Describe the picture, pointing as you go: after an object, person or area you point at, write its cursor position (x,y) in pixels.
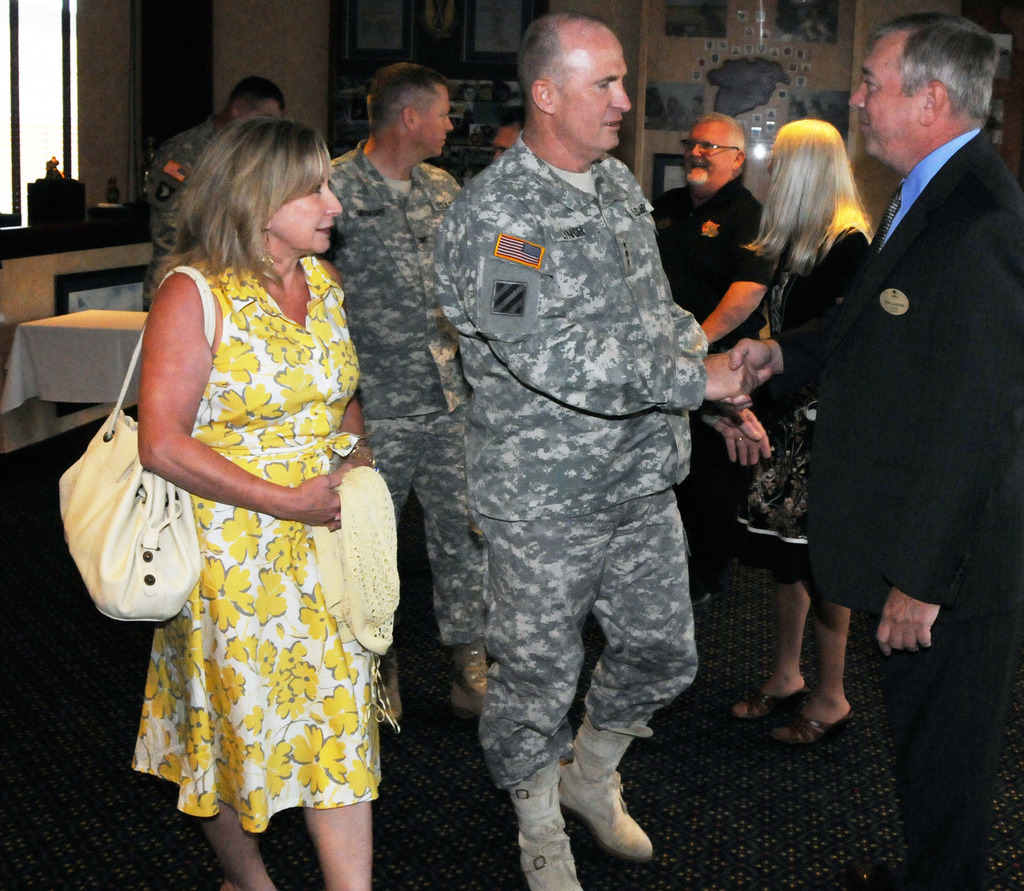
In this image there are many people (507,380) On the right (933,370) there is a man (933,370) he wear suit (897,380), tie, shirt (903,200) and trouser (929,721). On the left (282,478) there is a woman (222,500) she wear handbag (155,545), dress (253,642) her hair (285,175) is short. In the background (700,244) there are some people (725,229), table (79,346), window (75,128) and wall (282,59).
